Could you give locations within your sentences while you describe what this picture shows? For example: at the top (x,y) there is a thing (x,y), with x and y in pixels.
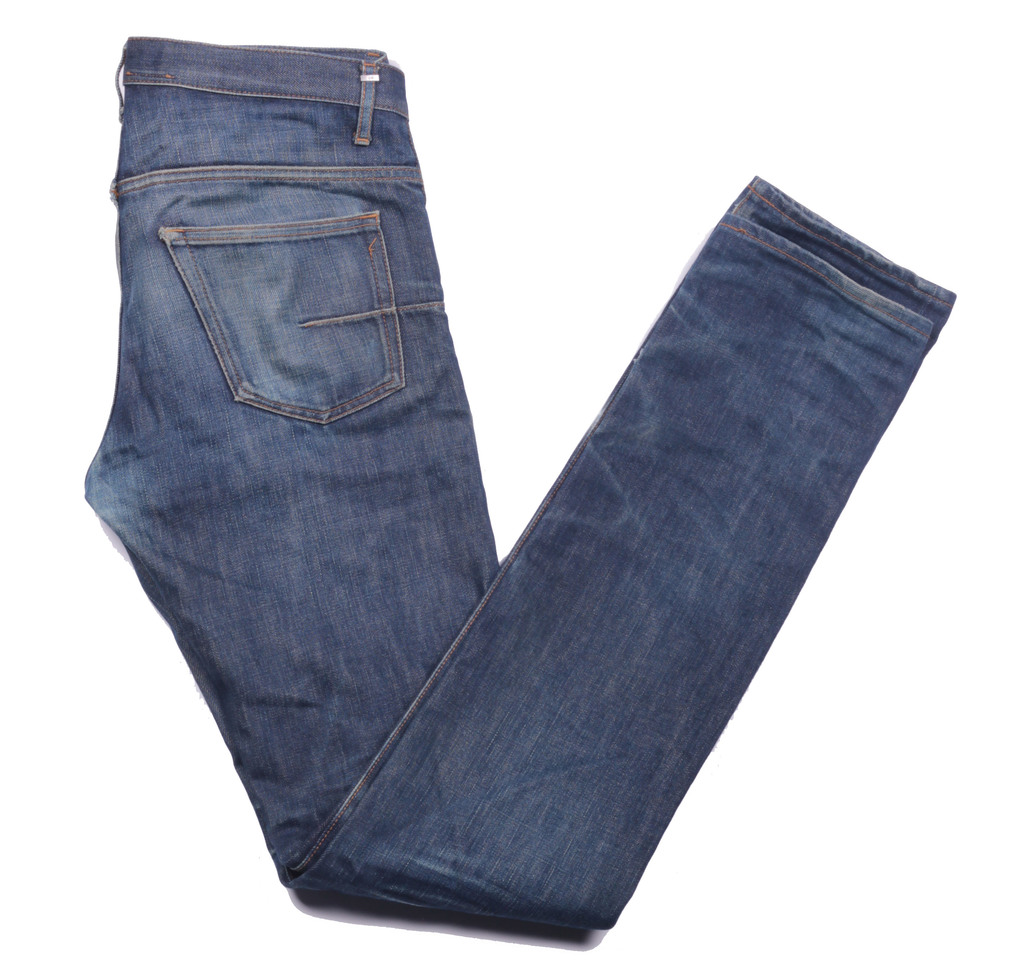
In the image there is a picture of a folded jeans (445,533).
